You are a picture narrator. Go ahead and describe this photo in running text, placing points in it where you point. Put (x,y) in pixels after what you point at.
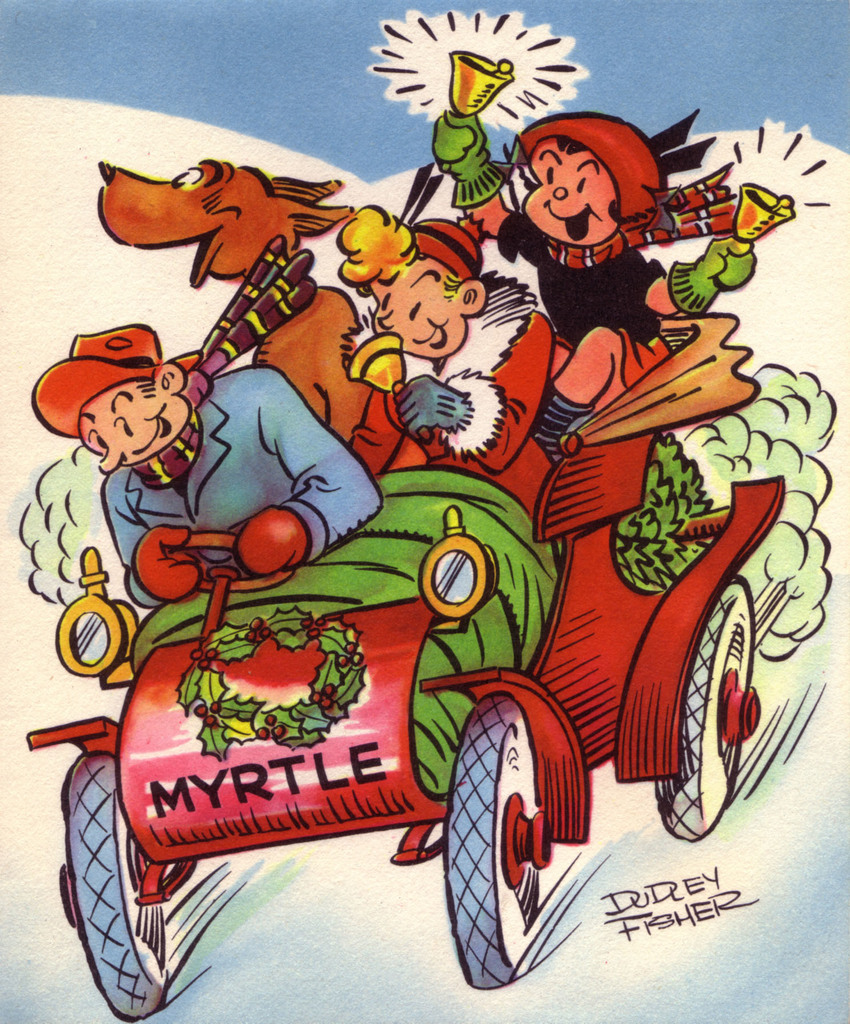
In the image we can see there is a cartoon picture (369,576) in which there is a car (644,651) and people (435,284) are sitting in it. They are holding bells (387,369) in their hand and there is a dog (272,207) sitting along with them.
